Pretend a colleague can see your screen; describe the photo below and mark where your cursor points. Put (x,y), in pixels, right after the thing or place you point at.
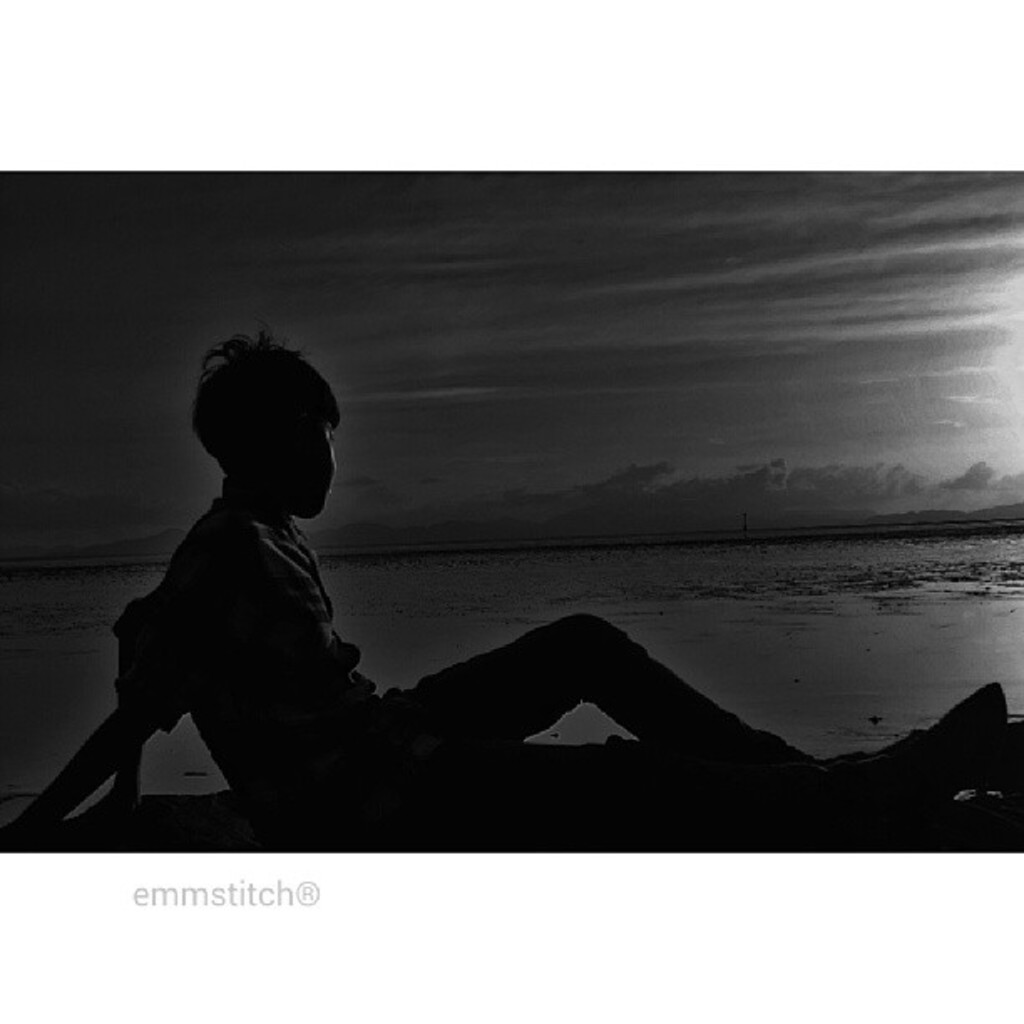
This is an edited image. In the middle of this image (439,363) there is a black and white picture. In the picture, I can see a person (278,722) sitting. In the background (704,589), I can see the water (713,582). At the top of the image (625,314) I can see the sky (594,349). At the bottom of this picture (236,889) there is some text (180,892).
